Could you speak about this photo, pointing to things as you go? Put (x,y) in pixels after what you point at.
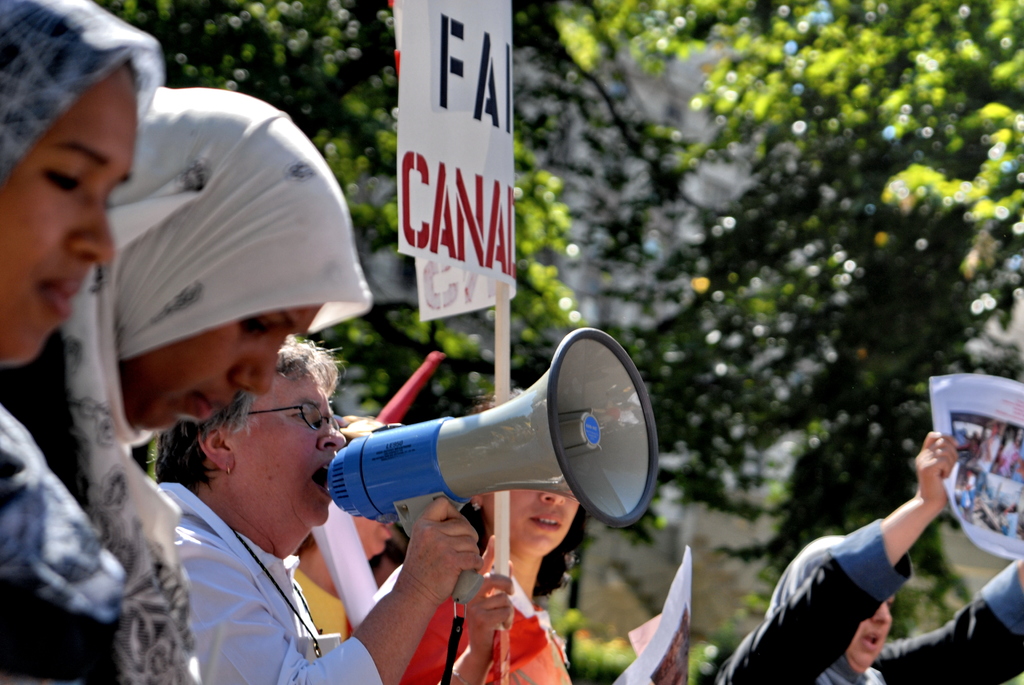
This image consists of many people (202,571) holding placards (497,184). In the front (303,604), we can see a woman (262,605) talking in a mic (385,512). In the background (1013,191), there are trees (770,348).
